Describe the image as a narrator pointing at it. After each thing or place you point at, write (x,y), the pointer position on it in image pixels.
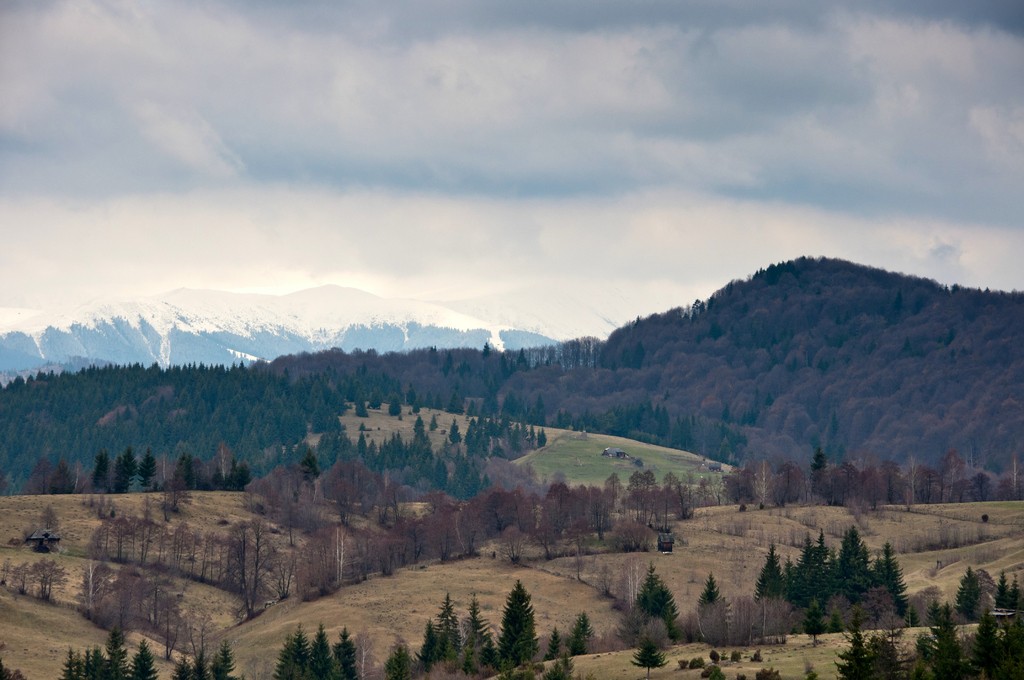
In the given image i can see a mountains (32,346), plants (304,678), and in the background (617,154) i can see the sky (379,156).
